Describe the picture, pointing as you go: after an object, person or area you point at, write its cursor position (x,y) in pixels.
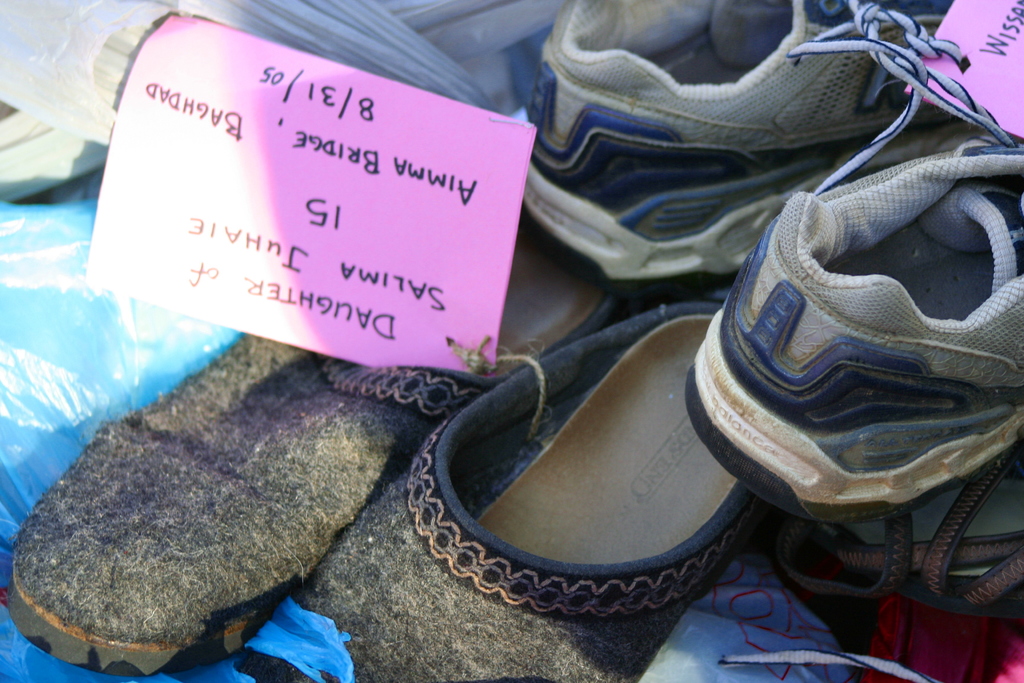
In this image there are pairs of shoes (607,478) beside that there is a paper (364,352) with some note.
